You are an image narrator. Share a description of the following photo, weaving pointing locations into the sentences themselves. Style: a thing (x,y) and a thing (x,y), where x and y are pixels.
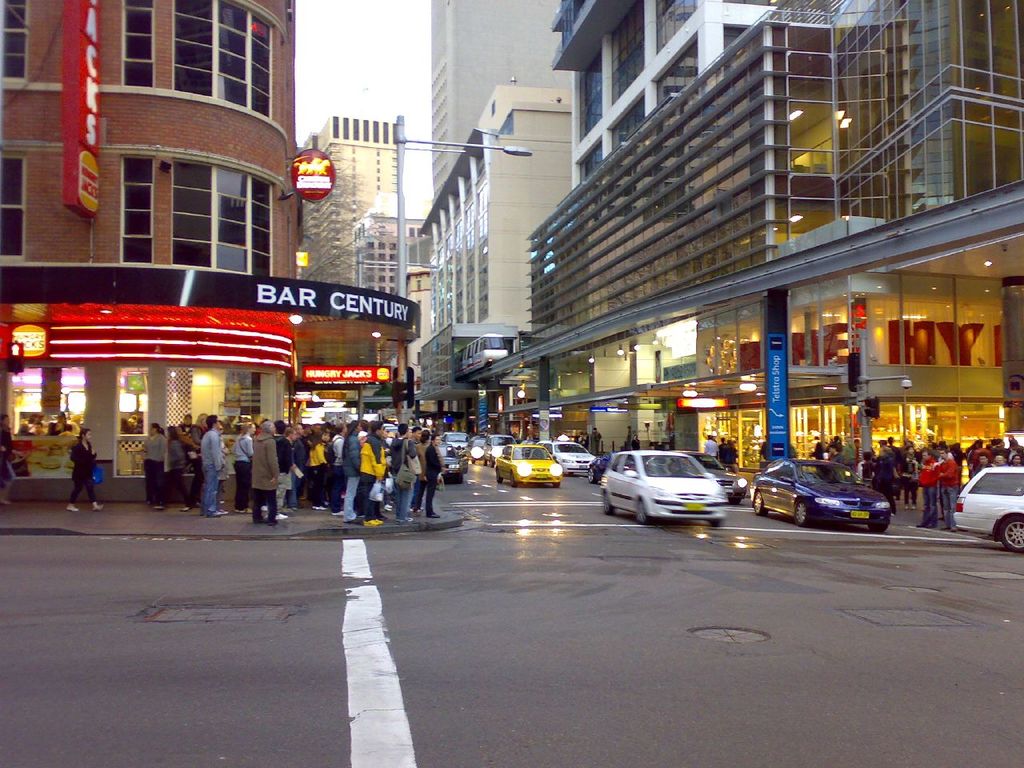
In the center of the image (451,440) there are cars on the road (617,620). There are people (361,480) standing on the pavement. There is a sign board (6,348). In the background of the image (134,471) there are buildings (765,160), lights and sky (392,52).
